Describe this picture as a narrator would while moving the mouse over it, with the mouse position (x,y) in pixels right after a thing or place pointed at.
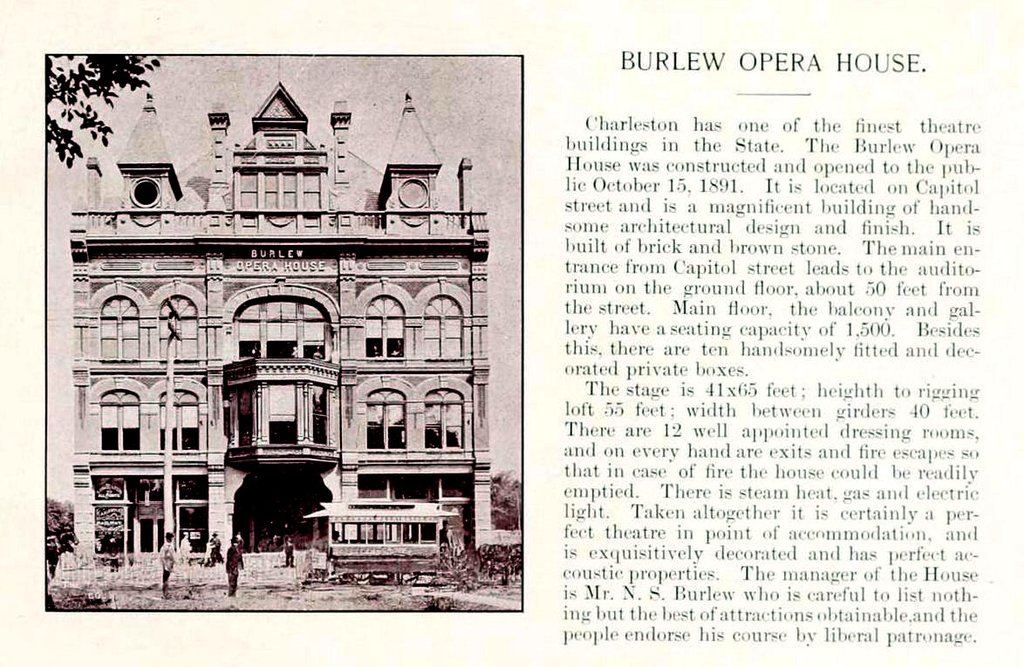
In the image there is an article (557,286). On the right side of the image (723,74) there is something written on it. And on the left side of the image (136,243) there is a building (117,310) with walls (355,235), pillars (211,424), arches (370,299), windows (387,337) and roofs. In the top left corner of the image (103,111) there are leaves (133,79). Also there are trees (495,511) in the image.
